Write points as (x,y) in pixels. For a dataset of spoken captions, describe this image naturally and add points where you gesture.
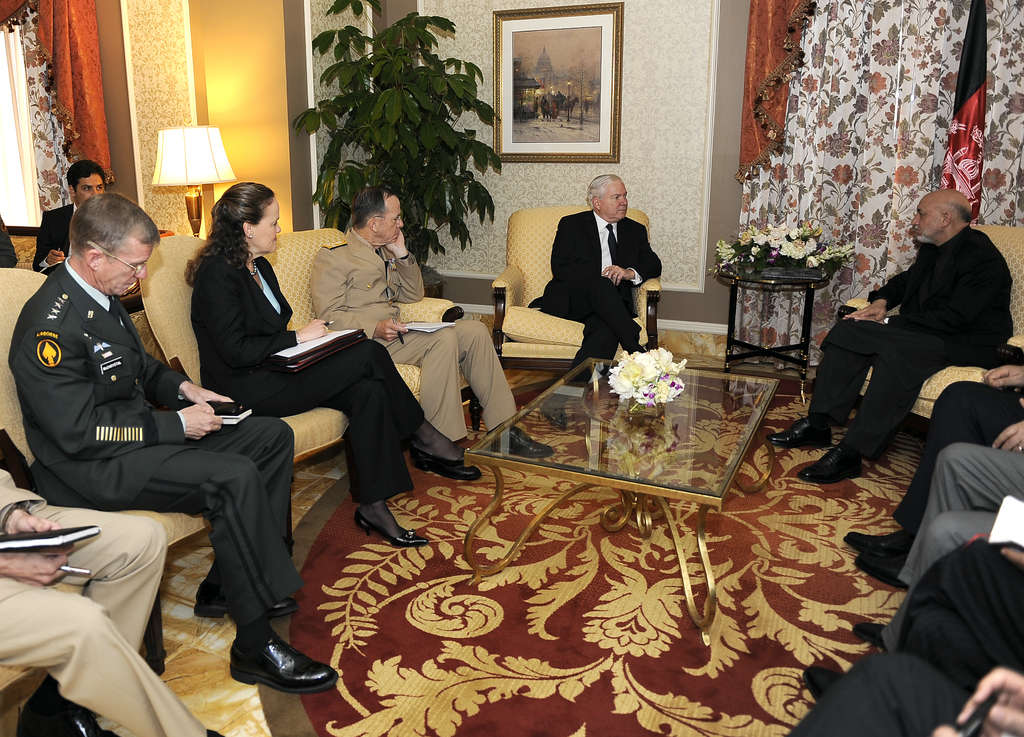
In this image four persons (905,706) sitting towards the right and four persons (18,557) sitting towards left (44,564). In the middle (616,341) there is another person (593,350) sitting on a sofa (558,353). In the center (574,377) there is a table (604,410) and a flower vase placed on it. In the top right (852,85) there is a flag (955,118), flowered curtain (848,107) and another table (728,365). In the background (644,106) there is a wall (230,138) and a frame (510,58) attached to it, besides it there is a plant (344,92) and a lamp (189,166).
